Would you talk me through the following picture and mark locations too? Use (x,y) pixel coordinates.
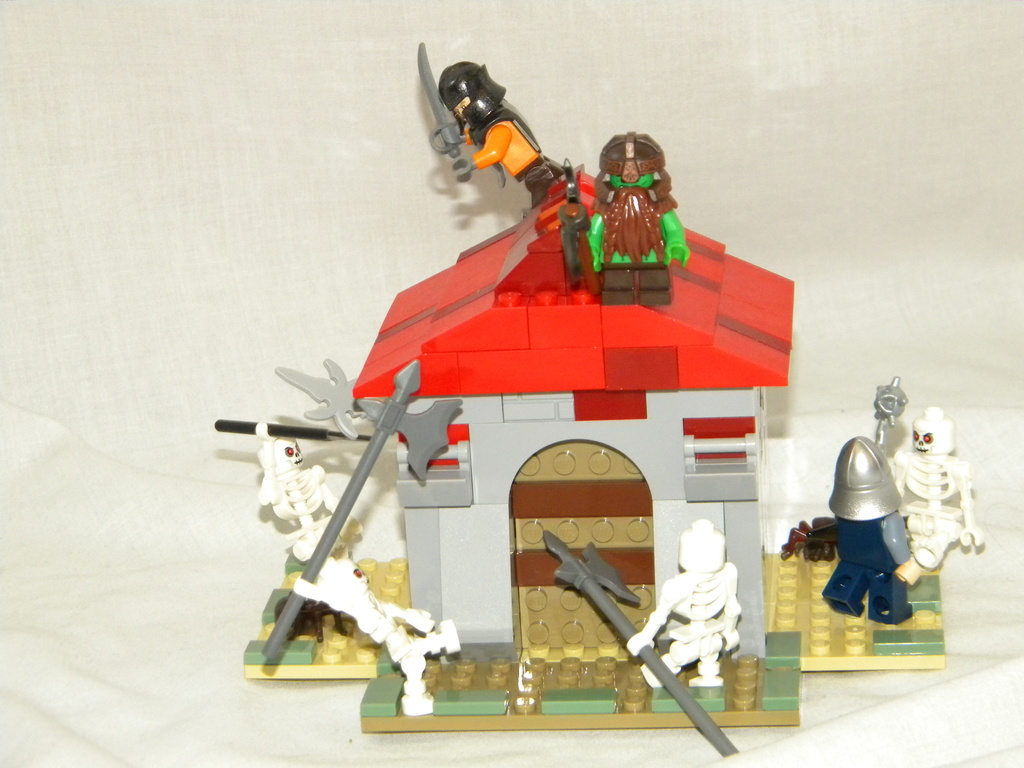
There are some toys (575,364) in the middle of this image (395,362).
